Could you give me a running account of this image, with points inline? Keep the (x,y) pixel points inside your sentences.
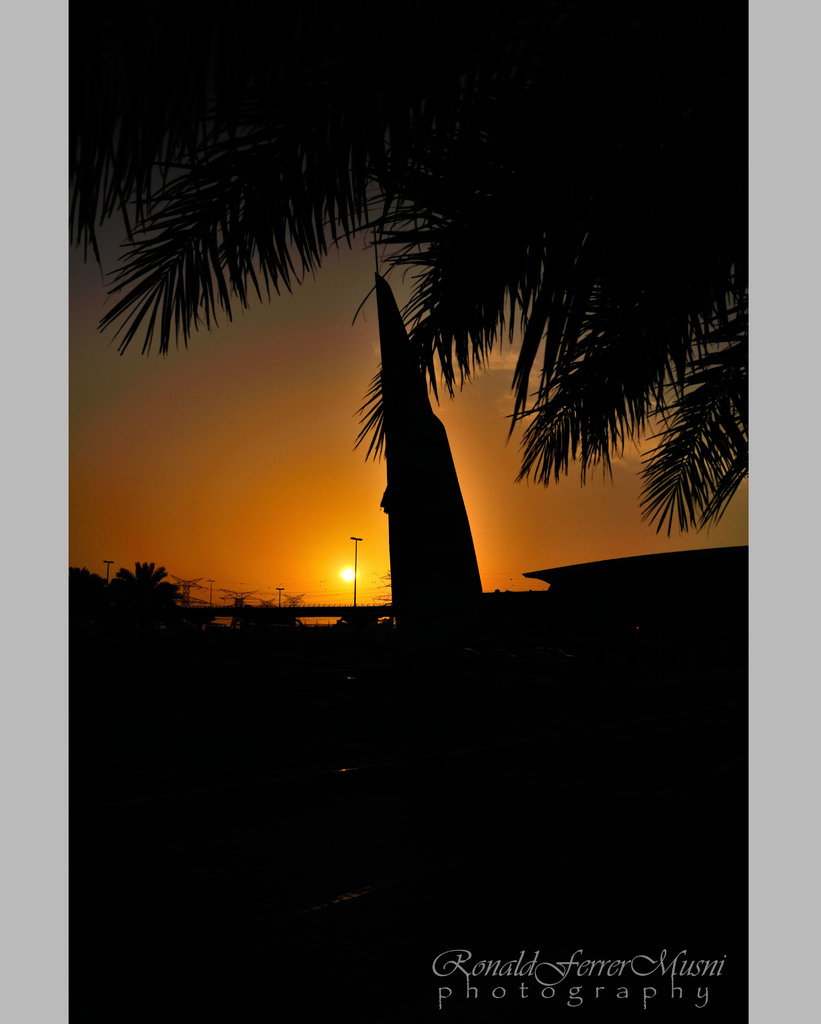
In the center of the image (485,504) we can see the sky (459,458), sun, trees (692,334), poles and a few other objects (434,432). At the bottom right side of the image (562,952), we can see some text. And we can see the gray color border (793,144) on the left (30,314) and right side of the image (791,289).
